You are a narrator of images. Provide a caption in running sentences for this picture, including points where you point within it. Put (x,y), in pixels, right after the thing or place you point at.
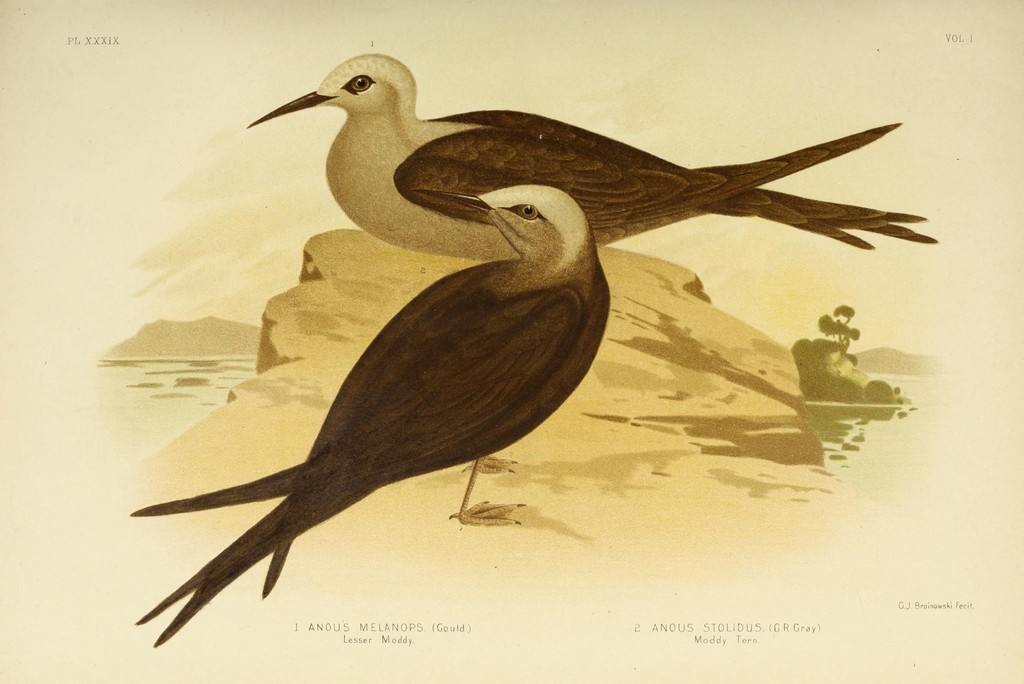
In this picture I can see a painting (496,347) of two birds (526,294) on a rock (713,462). I can also see water (213,364), trees (839,349), mountains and the sky (245,245). Here I can see watermarks (645,623) on the image.
